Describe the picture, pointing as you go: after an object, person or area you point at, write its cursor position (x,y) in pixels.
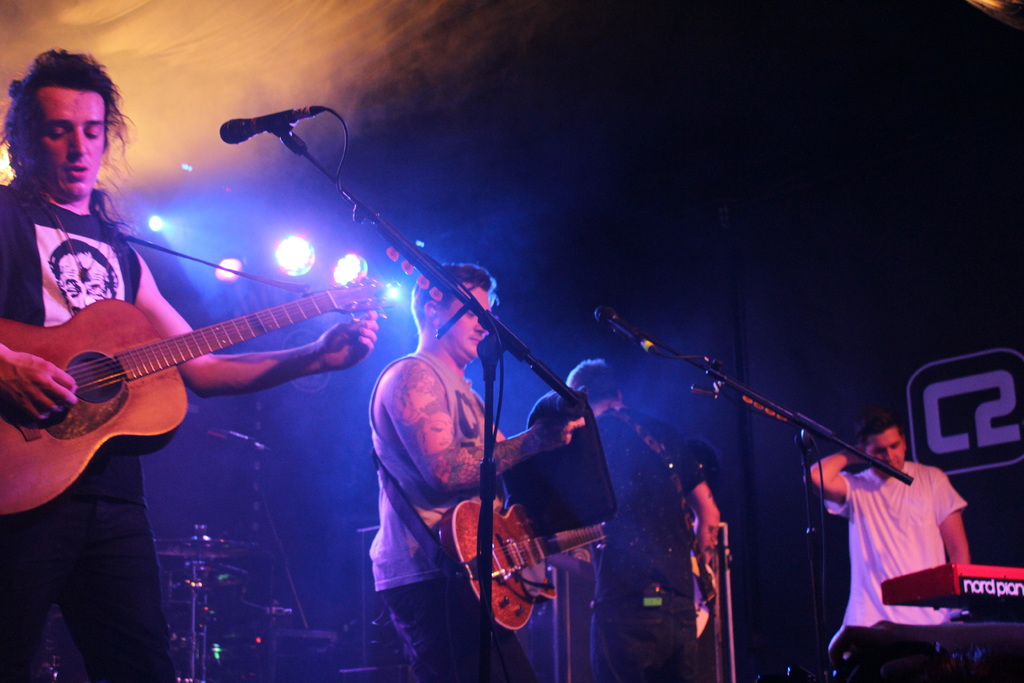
In this picture there are four members (864,600) standing on the stage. Three of them were holding guitars (129,390) in their hands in front of a mic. One of the guy (907,555) is playing a piano (932,593) here. All of them were men (509,460). In the background (232,259) there are some lights (280,259) and smoke (277,202) here.
